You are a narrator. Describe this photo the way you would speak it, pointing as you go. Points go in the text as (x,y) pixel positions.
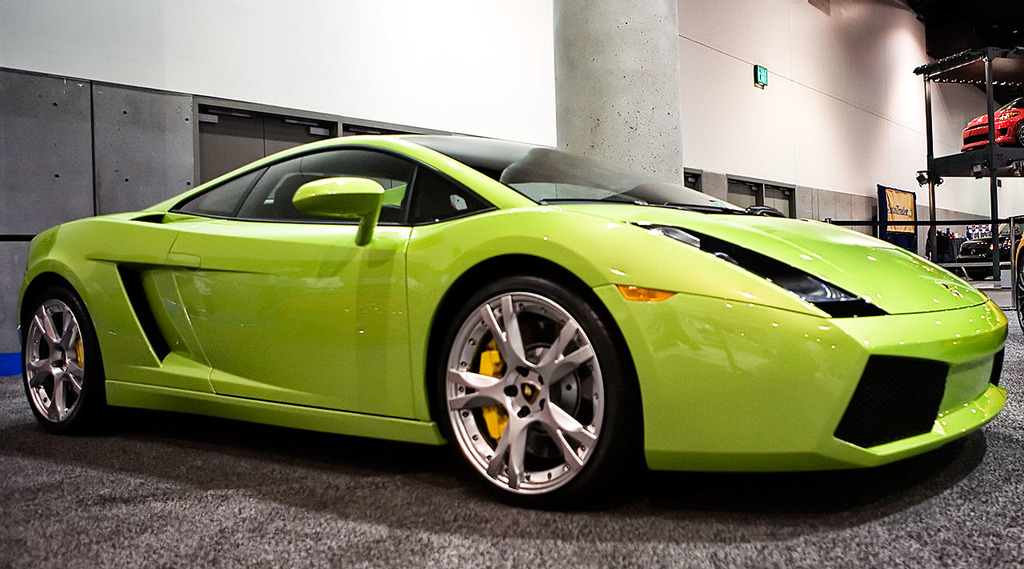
In this picture we can see a nice green color car (431,294), it is very stylish placed on a floor (252,519) and in background (166,163) we can see wall (492,69), pillar (607,61) and stages (970,165) to park the car (972,136) and here it is a banner (897,216).
